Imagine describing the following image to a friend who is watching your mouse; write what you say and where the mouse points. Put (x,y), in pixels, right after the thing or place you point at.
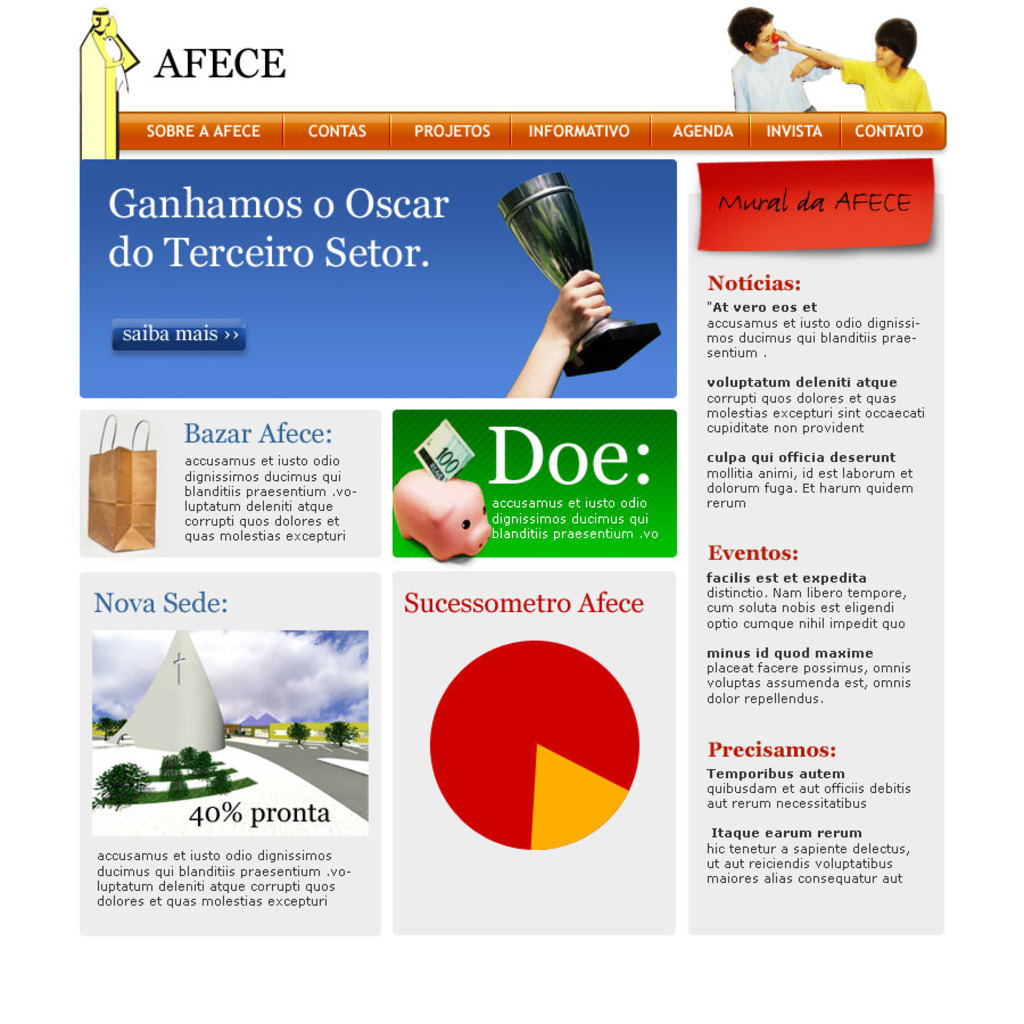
It is the image of a brochure (308,420) there are many different sectors (780,392) mentioned in the brochure (549,329) of a website.
